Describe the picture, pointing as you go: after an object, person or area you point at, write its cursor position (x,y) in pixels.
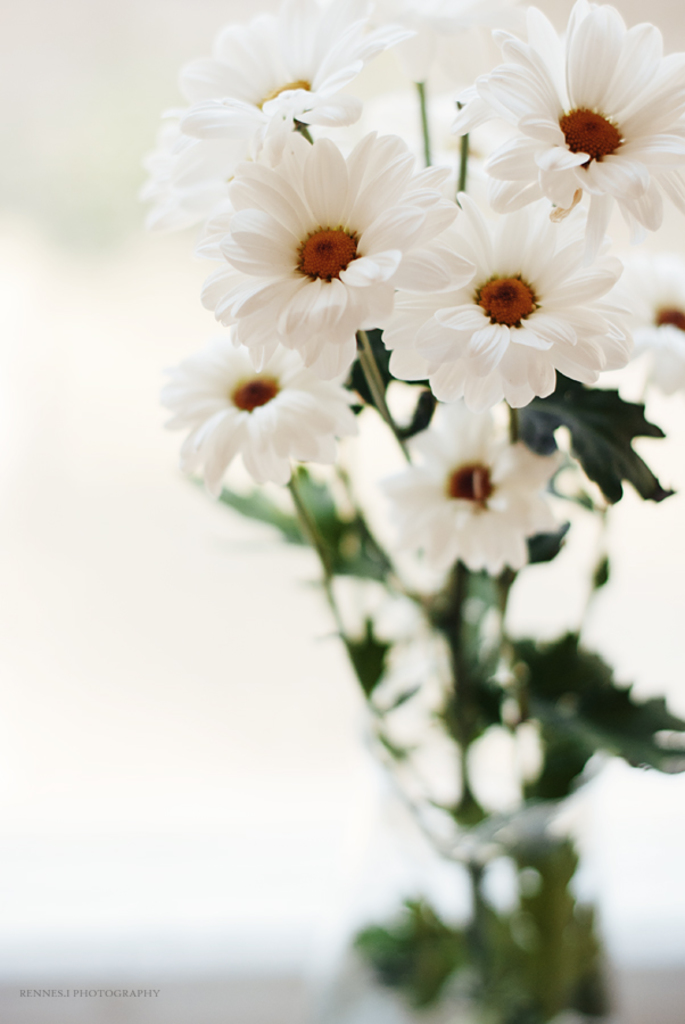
In this image we can see white flowers (469,296) kept in the vase (364,995). Here the image is slightly blurred and the background of the image (288,781) is white in color. Here we can see some edited text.
